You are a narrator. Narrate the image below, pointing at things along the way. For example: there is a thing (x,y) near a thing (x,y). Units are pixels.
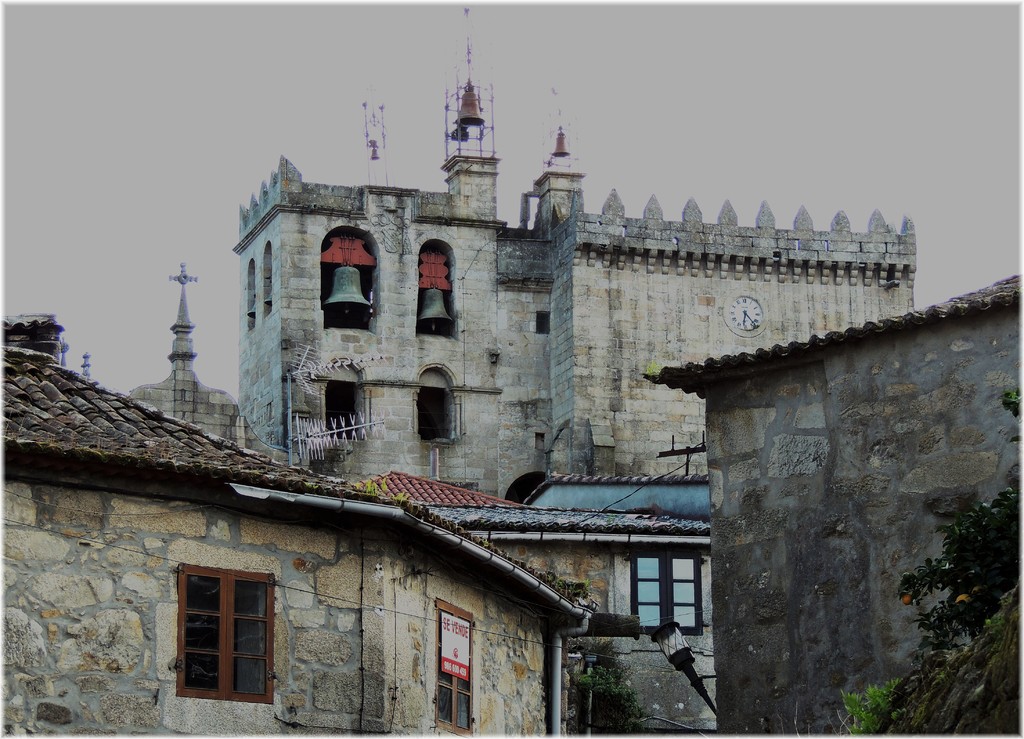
In this picture there is a white color granite church (335,349) with two hanging bells (426,314). On the top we can see the cross marks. In the front (412,633) bottom side there is a small houses (128,514) with roofing tiles (140,465) and brown windows (218,613).
